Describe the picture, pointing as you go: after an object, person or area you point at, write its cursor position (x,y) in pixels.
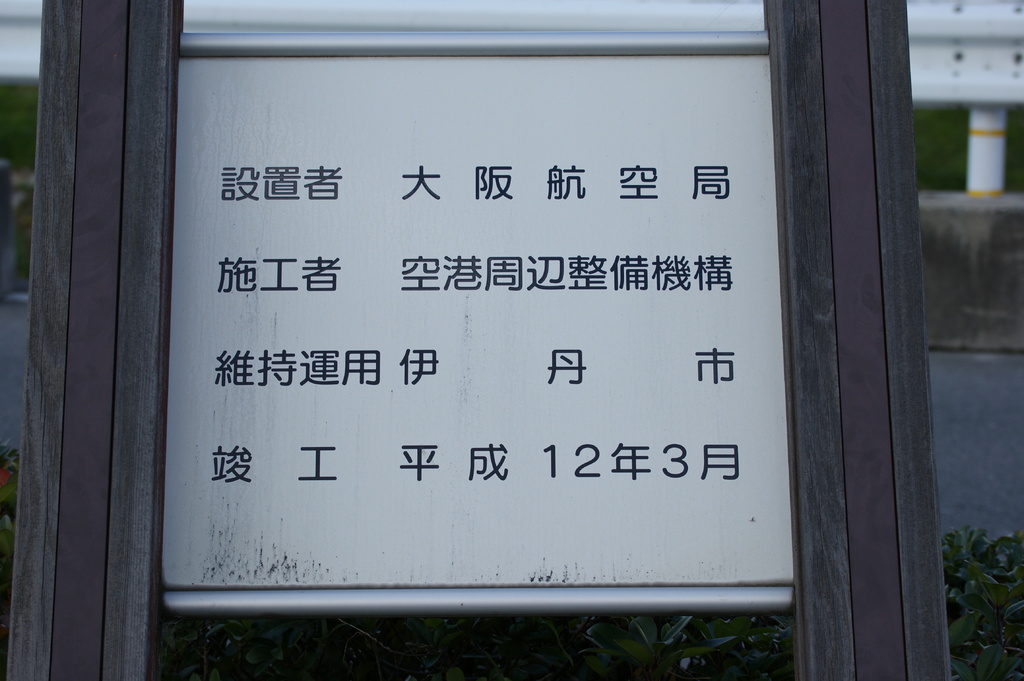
In the image we can see the white board (321,250) with two wooden poles (46,166). Here we can see grass (722,641), road (958,450) and the background (578,8) is slightly blurred.
